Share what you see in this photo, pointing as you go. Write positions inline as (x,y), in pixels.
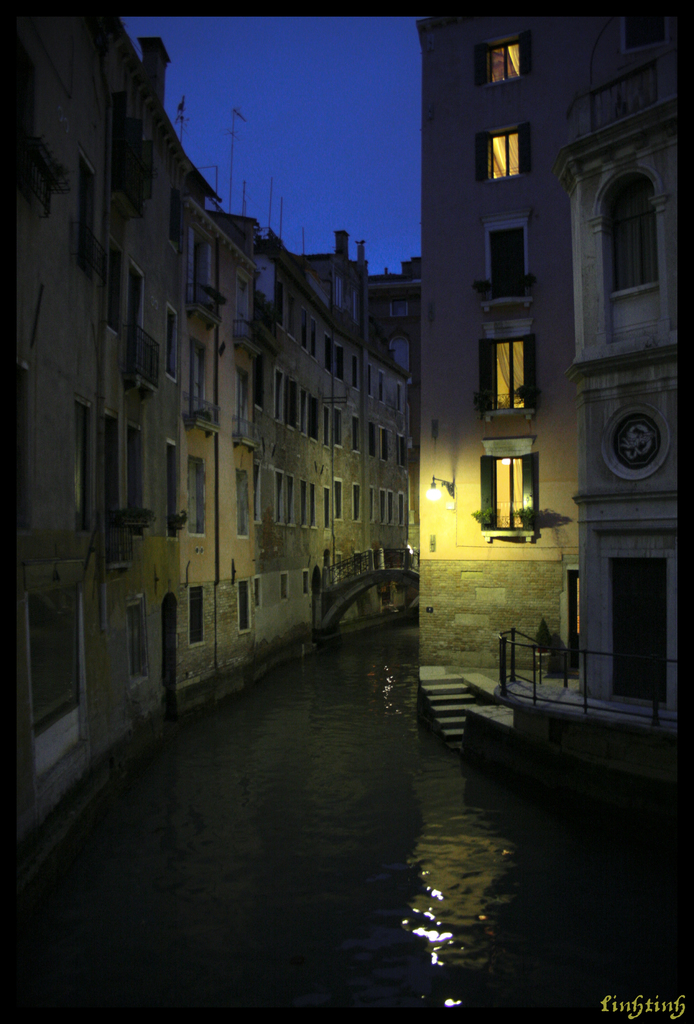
In this image there are buildings (321,483) and in the center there is a water (410,809). On the right side of the building (455,522) there is a light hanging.
